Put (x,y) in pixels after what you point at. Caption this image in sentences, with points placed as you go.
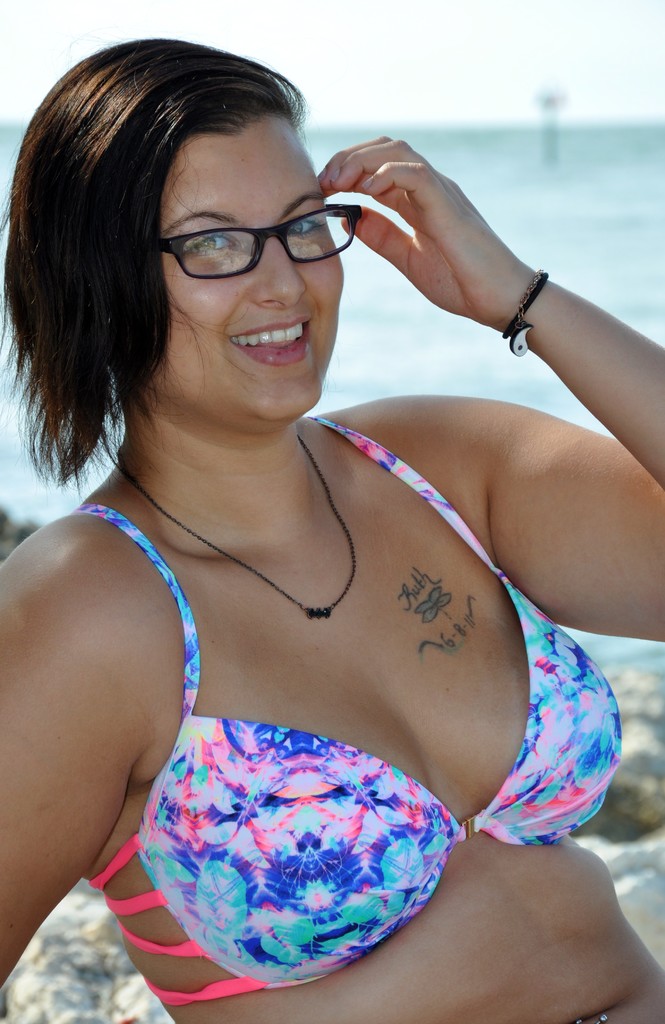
In the center of the image (331,349) there is a woman (252,475) wearing spectacles (239,251). In the background (10,149) we can see water (590,144) and sky (444,75).
